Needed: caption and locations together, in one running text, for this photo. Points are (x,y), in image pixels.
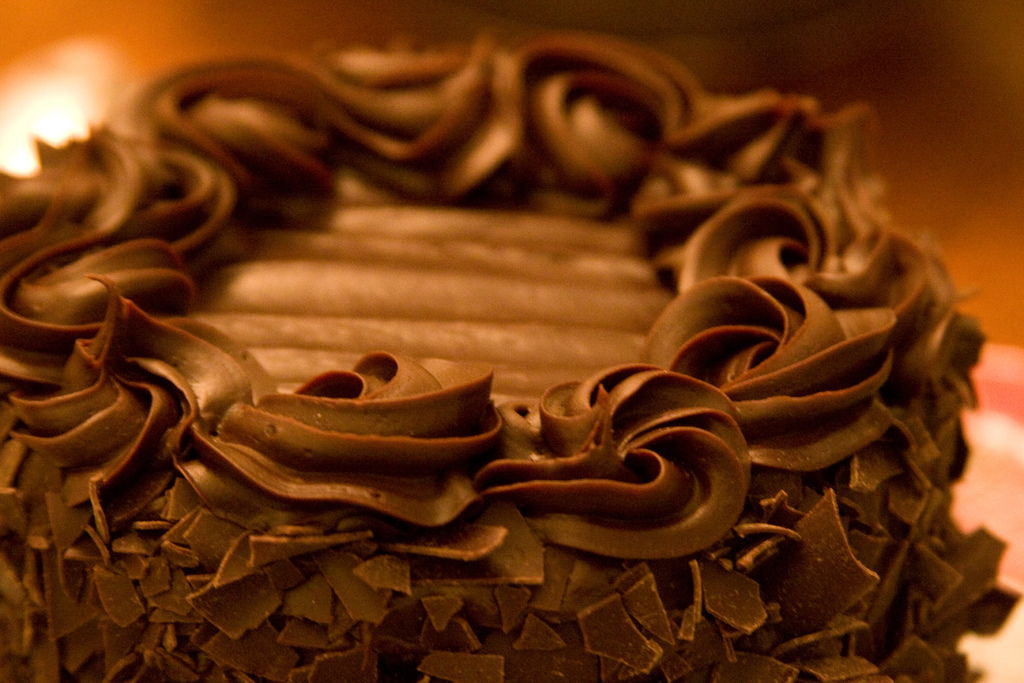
In the image we can see some food (334,111). Background of the image (955,186) is blur.
